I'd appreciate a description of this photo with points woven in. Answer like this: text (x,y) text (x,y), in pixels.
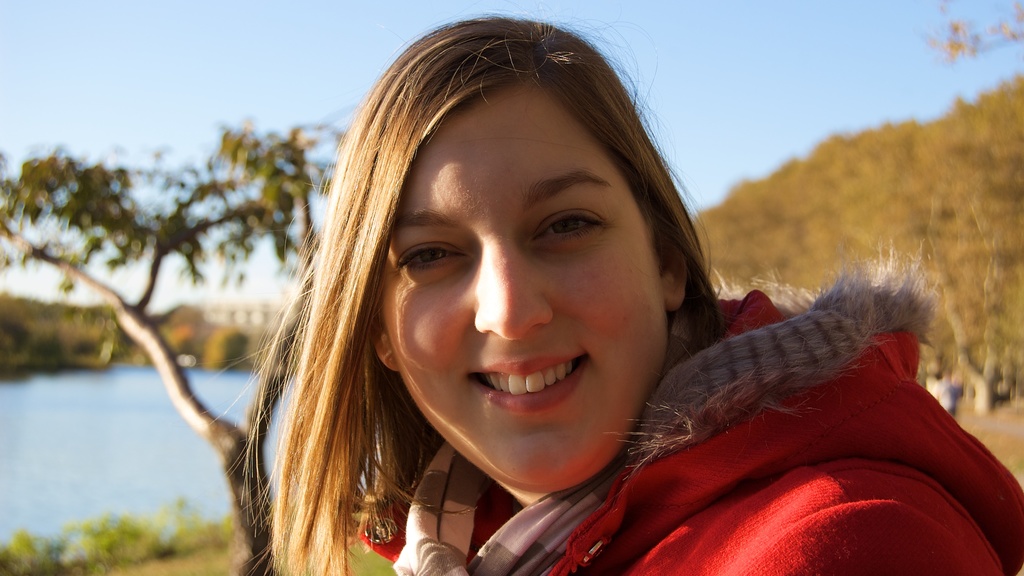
This image consists of a woman (487,418) in the middle (377,332). She is wearing a red coat (657,464). There are trees (87,307) on the left side (141,345) and right side (1012,342). There is water (122,439) on the left side (126,430). There is sky (858,10) at the top (569,7).
